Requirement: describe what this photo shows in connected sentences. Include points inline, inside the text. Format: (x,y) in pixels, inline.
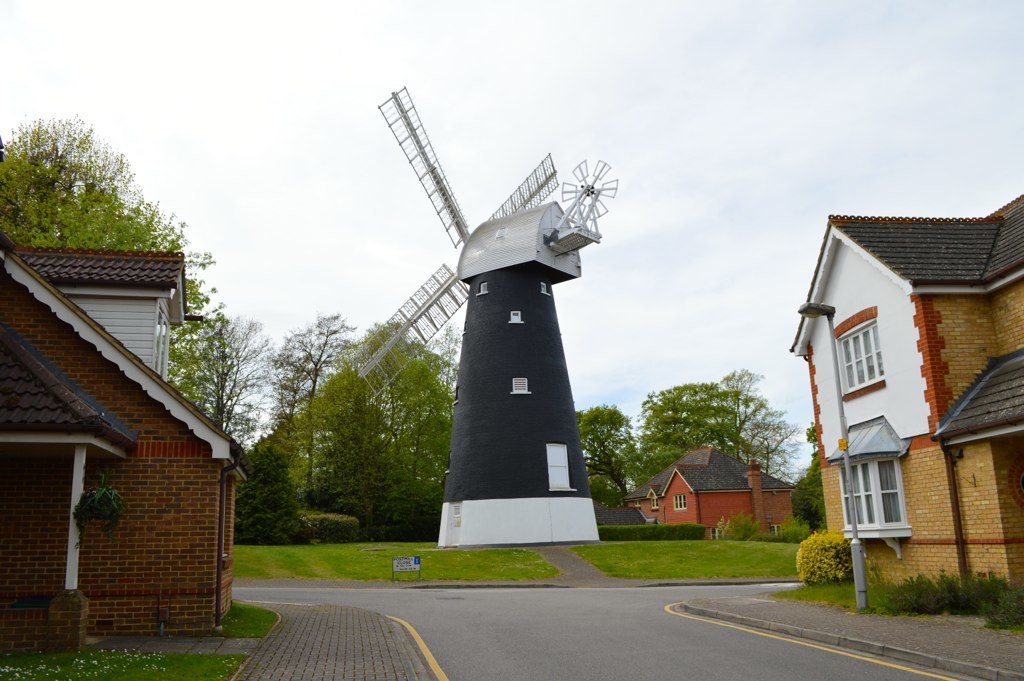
In the image I can see some houses (1023,295) and also I can see a house (520,351) to which there is a fan (364,375) and around there are some trees (252,376) and plants (272,498).
